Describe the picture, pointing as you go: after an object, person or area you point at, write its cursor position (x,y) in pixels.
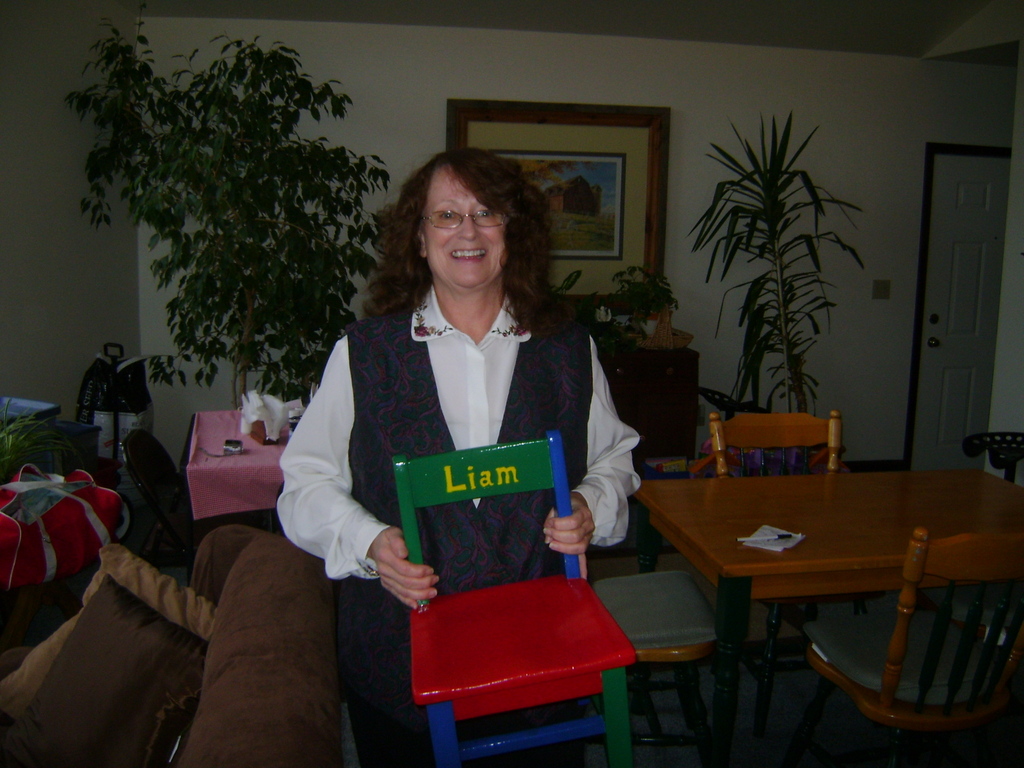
In this picture I can observe a woman (359,530). She is holding a toy chair (434,669) in her hands (557,536). She is smiling. On the left side (234,561) I can observe sofa (247,615). On the right side (810,504) I can observe table (783,512) and chairs (784,470). In the background (317,272) there are trees (712,208) and photo frame (597,130) on the wall (406,88).
